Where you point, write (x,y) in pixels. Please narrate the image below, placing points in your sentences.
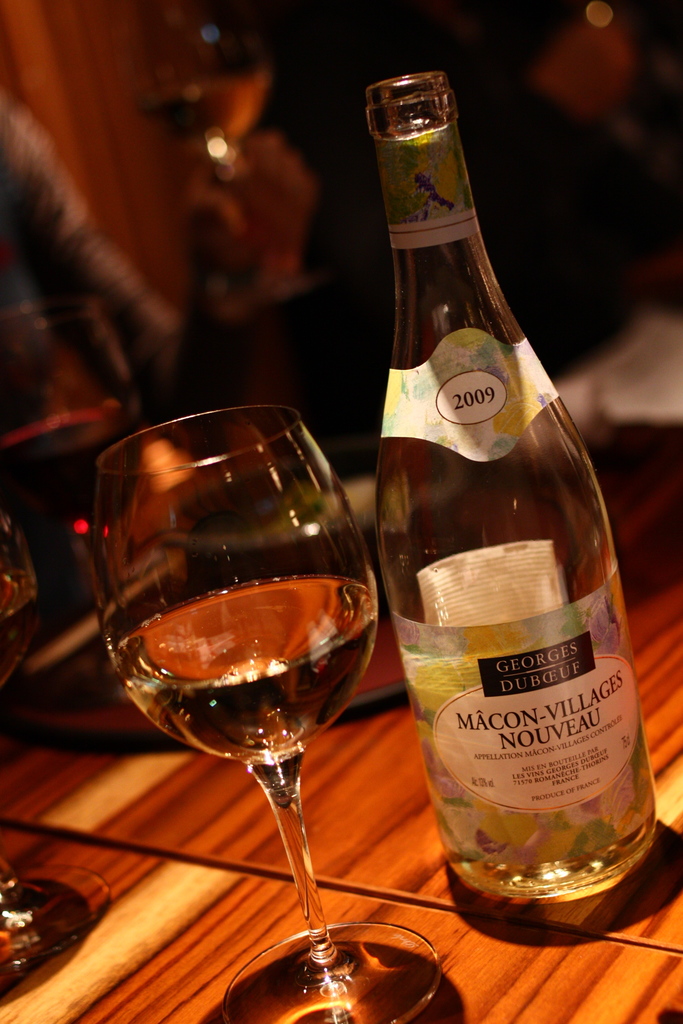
On the table (636,930), we can see the wine bottle (521,465) on the right side (521,680) and the glass (266,682) on the left side (173,594) and it consists of wine (294,671).
